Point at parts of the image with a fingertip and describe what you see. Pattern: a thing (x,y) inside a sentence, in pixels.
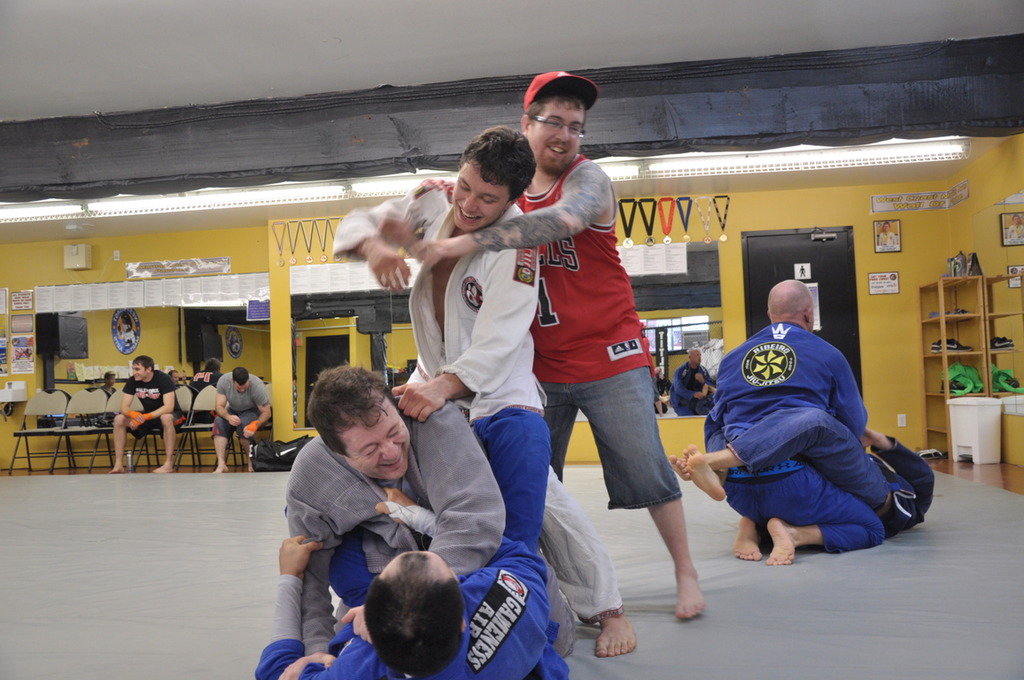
In this image in the front (480,429) there are persons (517,374) standing and smiling. In the background (139,386) there are persons (161,385) sitting and there are empty chairs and there is a door (842,293), there is a shelf (954,323), on the shelf (951,356) there are objects (952,342) and there is a wall (111,341) which is yellow in colour and on the wall (151,314) there are frames (27,308) and posters (184,296).
